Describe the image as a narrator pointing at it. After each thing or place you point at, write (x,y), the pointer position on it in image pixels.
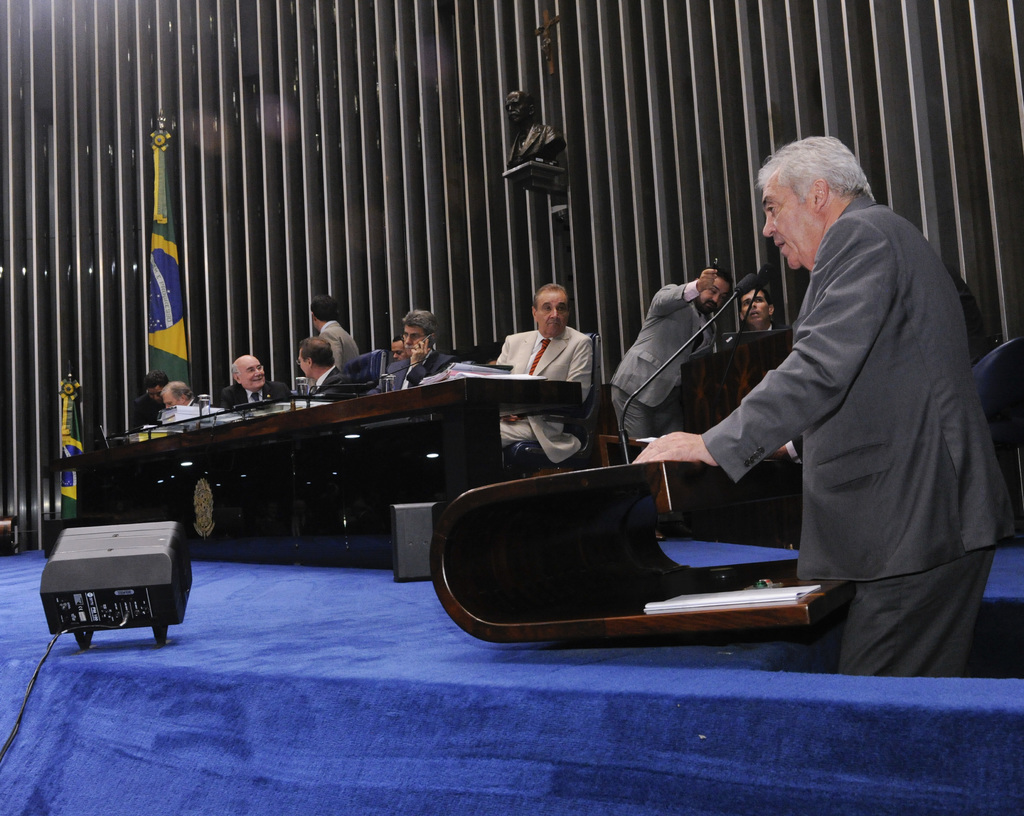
In this image, few peoples (555,373) are sat on the chairs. And few peoples (663,354) are standing here and there. We can see a desk (272,467) here. At the bottom (305,681), we can see blue color floor (428,735). There is a black color background (672,196) in the image. In the middle of the image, we can see a sculpture (529,143). Left side (169,337), we can found 2 flags (68,428). There are few microphones (715,320) in the image.
